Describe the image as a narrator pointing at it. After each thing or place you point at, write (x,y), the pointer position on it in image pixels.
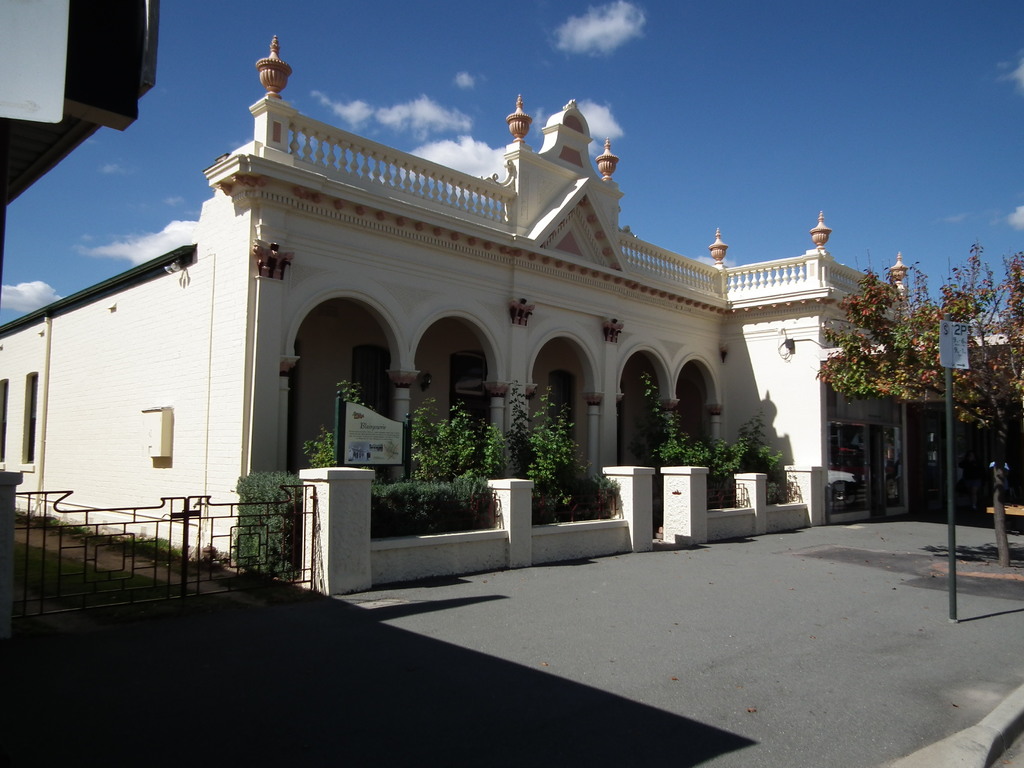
In this image we can see building (473,355), arches (538,388), trees (849,357), poles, plants (561,496), fence (326,511) in the background (560,514). We can see the sky (432,105).
